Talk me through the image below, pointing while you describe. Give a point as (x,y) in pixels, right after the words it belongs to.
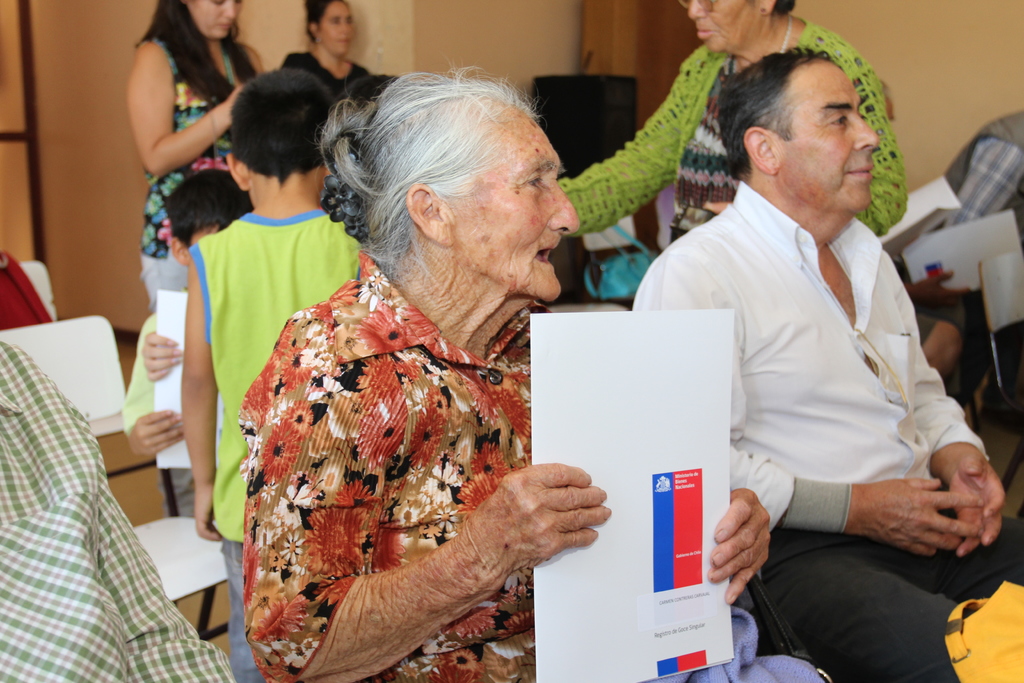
This picture is inside view of a room (480,317). We can see a group of people (402,333) are there, some of them are sitting on a chair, some of them are holding paper (613,398). In the background of the image (101,86) we can see wall (511,50), screen (589,127), bags (620,271) are present.
